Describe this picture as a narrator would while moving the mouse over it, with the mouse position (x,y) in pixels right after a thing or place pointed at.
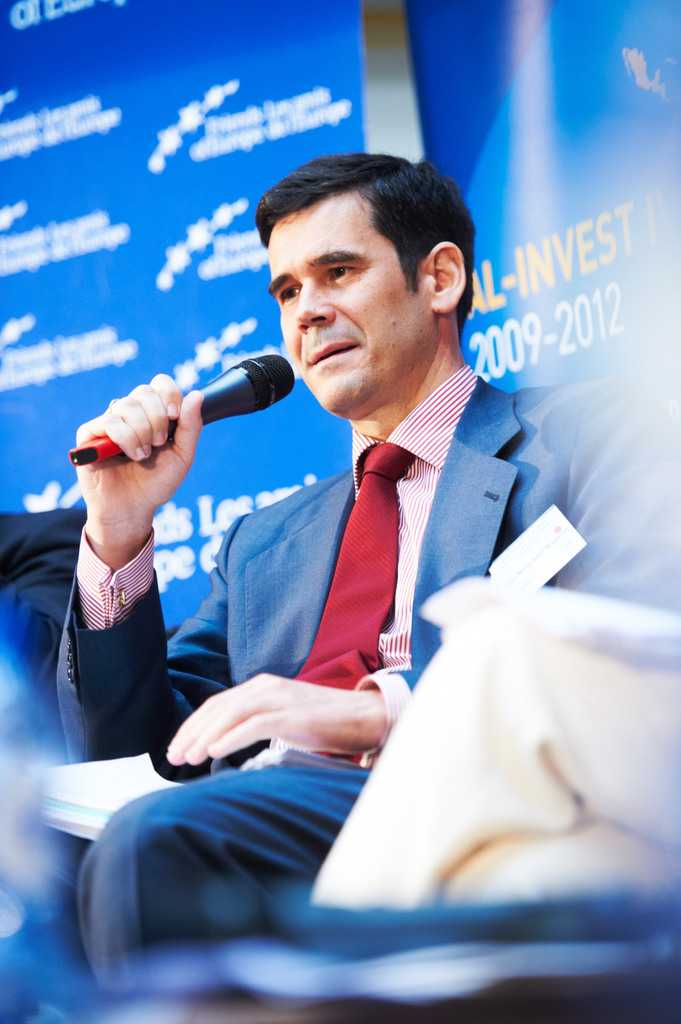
Here we can see a person (176,806) sitting on a chair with a microphone (248,388) in his hand (145,496) and behind him we can see banners (528,220).
